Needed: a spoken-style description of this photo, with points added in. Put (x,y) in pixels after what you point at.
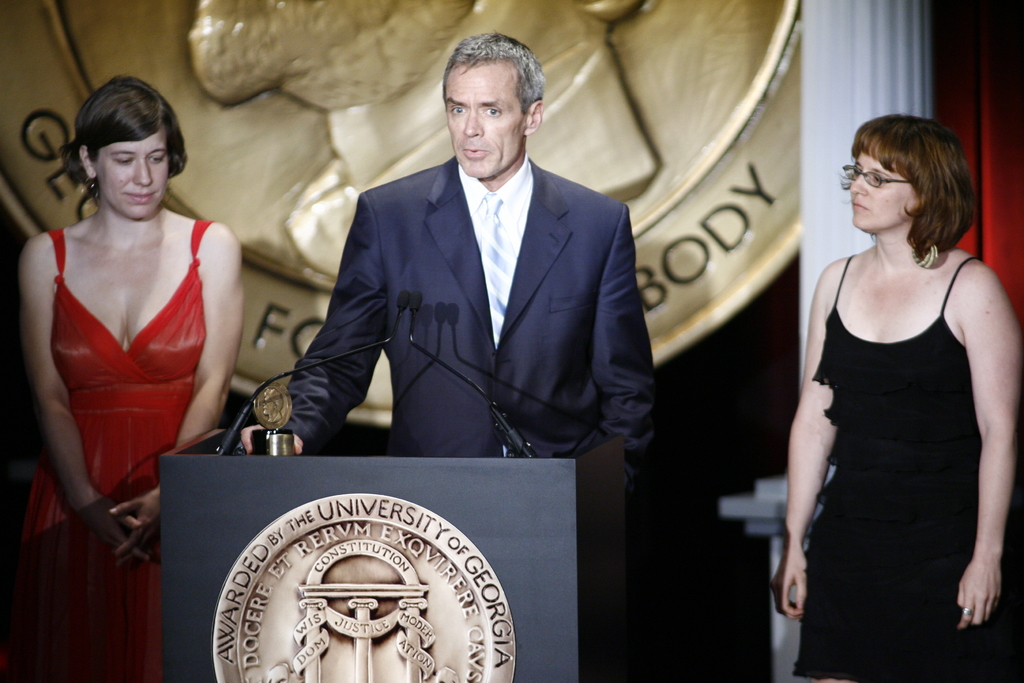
In this picture we can see a man (551,334) and two women (120,349), he is holding a shield (282,391), in front of him we can see microphones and a podium (317,487).
